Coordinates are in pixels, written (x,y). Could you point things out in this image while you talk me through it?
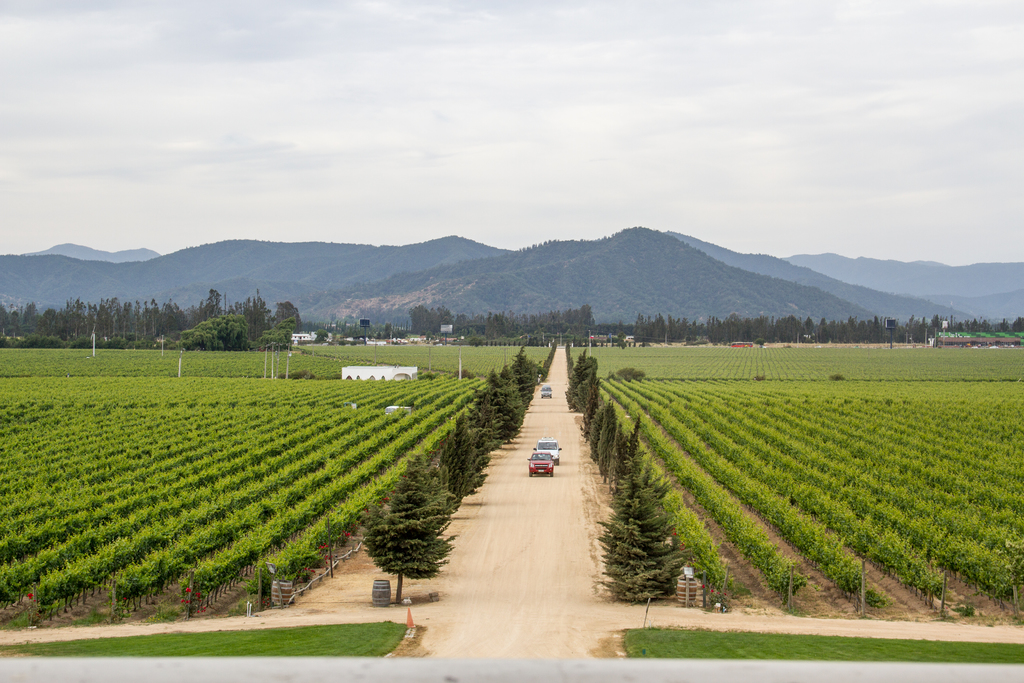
There is a road (545,571). On that there are many vehicles (553,458). On the sides of the road (553,424) there are trees (498,408). Also there are many other trees (757,479) on both sides. In the front (288,635) there are grass lawns (712,637). In the background (363,266) there are trees (328,325), buildings (403,340), hills (418,280) and sky (476,166).
